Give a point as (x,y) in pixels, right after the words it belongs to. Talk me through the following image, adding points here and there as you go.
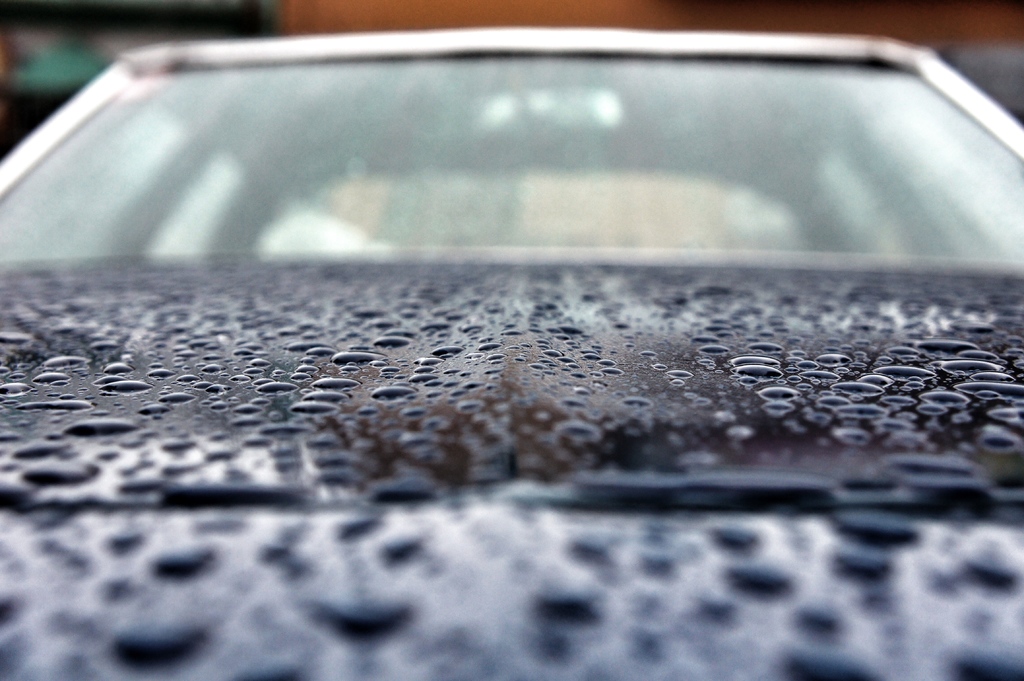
In front of the picture, we see the car (572,111). At the bottom (955,477), we see the water droplets (680,372) on the car (452,454). In the background (253,31), it is in orange and black color. This picture is blurred in the background (771,26).
